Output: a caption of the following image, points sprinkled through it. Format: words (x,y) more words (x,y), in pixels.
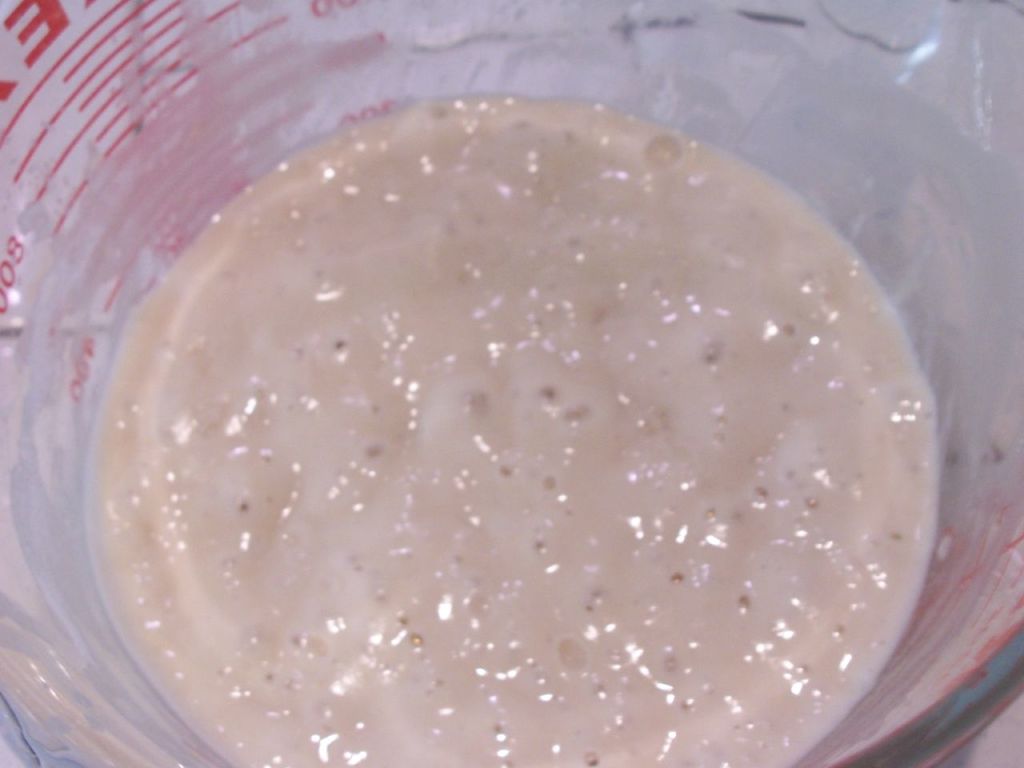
In this image I can see food item (468,391) in a bowl (152,0).
